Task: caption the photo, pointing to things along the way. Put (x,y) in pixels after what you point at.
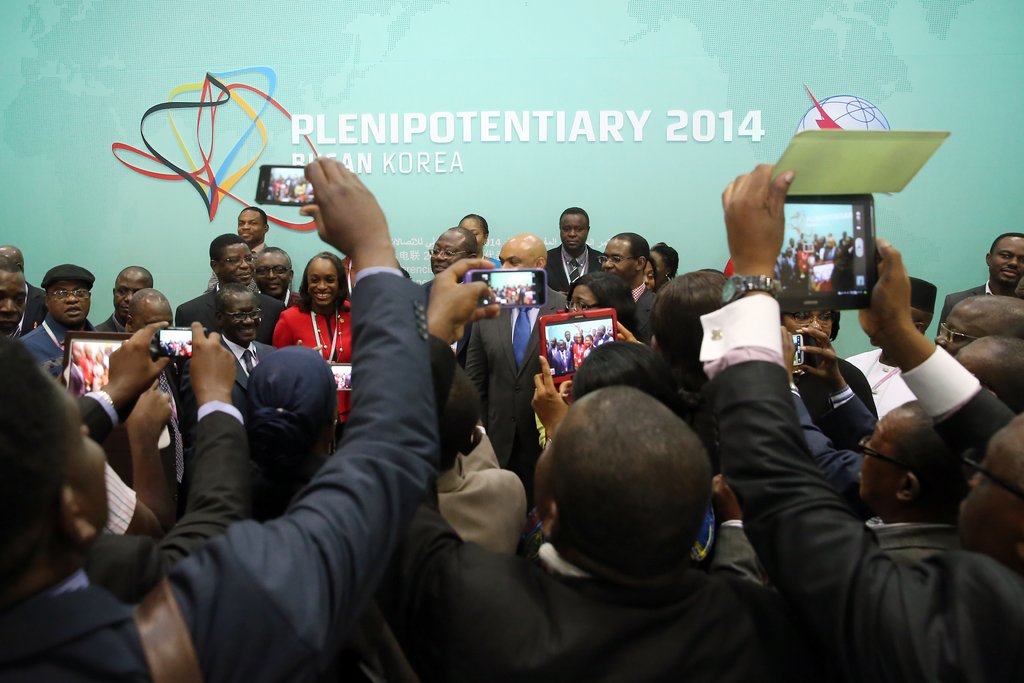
In this picture we can observe some people (518,577) standing and taking photographs and videos with their mobile phones (274,179) and tablets (859,252). We can observe men (457,321) and women (632,344) in this picture. Some of them were smiling. In the background (578,148) we can observe green color poster (428,184).
